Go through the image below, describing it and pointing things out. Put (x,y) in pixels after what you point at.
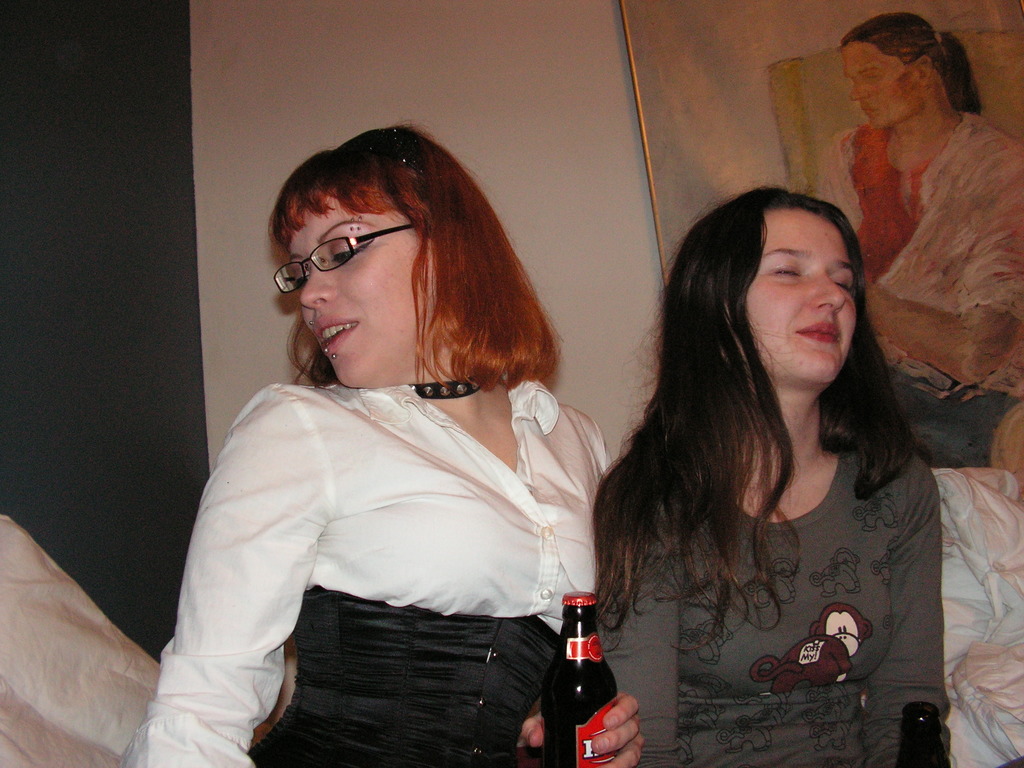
In this image, I can see two women (549,577) holding beer bottles (580,698) and sitting. I think this is the couch (983,630). Here is the frame (691,133), which is attached to the wall (535,122).
